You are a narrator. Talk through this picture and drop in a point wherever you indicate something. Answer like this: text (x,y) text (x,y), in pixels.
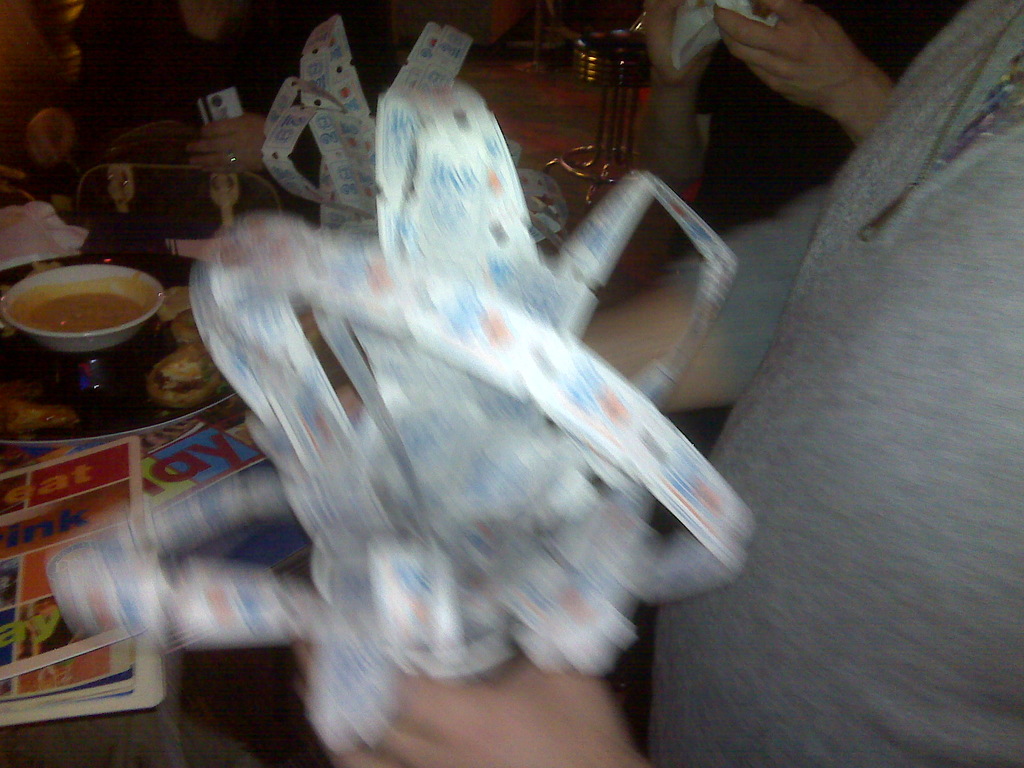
In this image, I can see a person (763,636) holding the tickets (365,278). This looks like a table (115,496) with a bowl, handbag (114,226), books (180,469) and few other things (99,415) on it. In the background (157,54), I can see a person (171,67) sitting. This looks like a chair (608,70).
